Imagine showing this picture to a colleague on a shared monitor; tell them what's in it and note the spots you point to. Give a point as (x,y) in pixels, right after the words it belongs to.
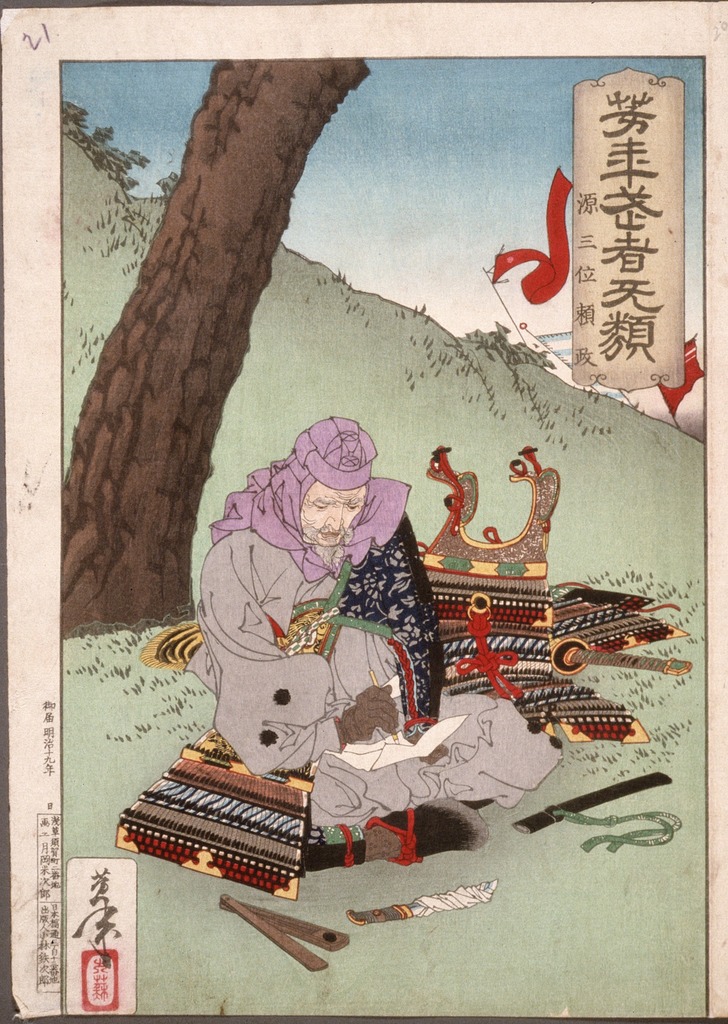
In this image I can see an art (333,319), in the art (417,693) I can see a man (430,652), knife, trunk of tree (229,331), the hill (354,369), the sky (448,222), and text (605,235) and some other objects (542,519) visible in the art image (183,595).
